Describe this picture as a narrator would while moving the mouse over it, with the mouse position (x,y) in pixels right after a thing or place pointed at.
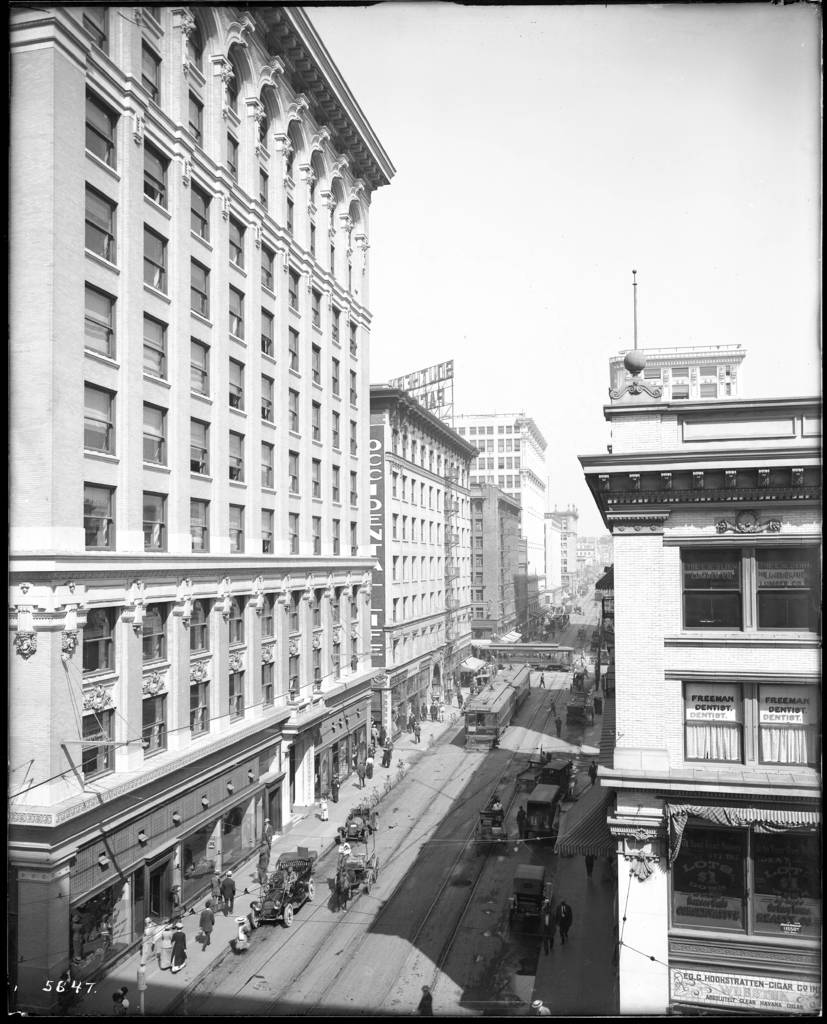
In this picture I can observe some buildings (643,780). There is a road (417,842) on which vehicles (480,749) are moving. In the background (570,168) there is a sky (547,135). This is a black and white image.
